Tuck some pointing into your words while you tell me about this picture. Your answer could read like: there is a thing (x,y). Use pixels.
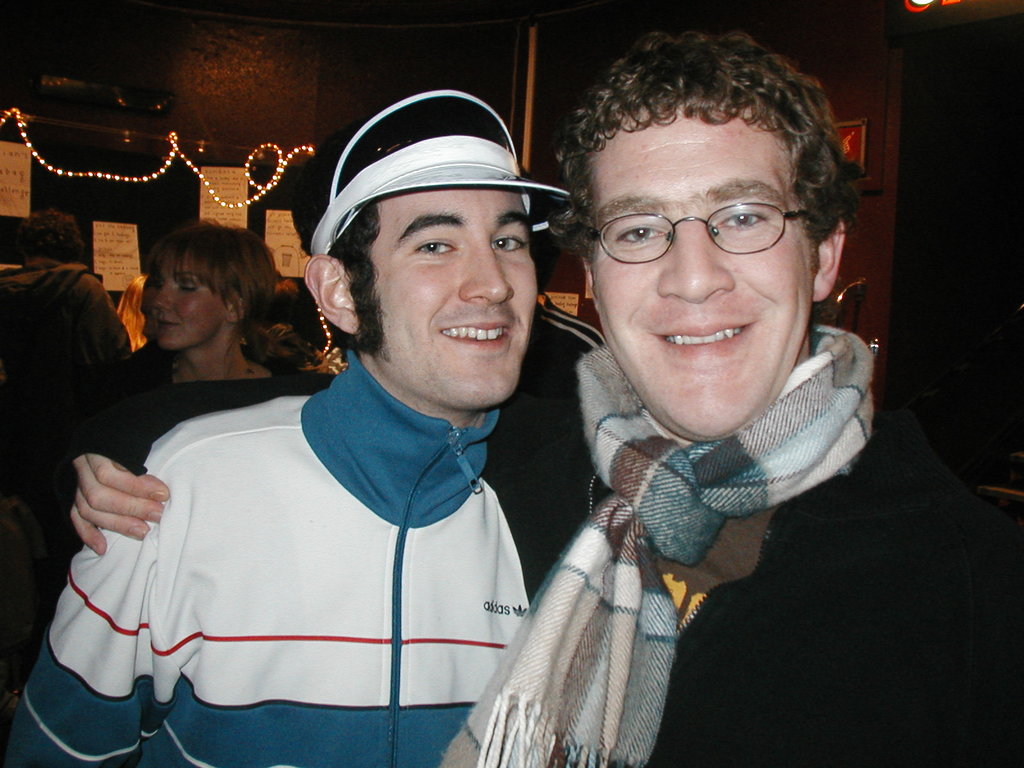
This image is taken indoors. In the middle of the image (432,358) there are two men (592,502) standing on the floor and they are with smiling faces (683,272). In the background (61,361) there are a few people (185,333), a door (873,312) and a board (72,162) with a few papers (7,160) and rope lights (197,173) on it.
